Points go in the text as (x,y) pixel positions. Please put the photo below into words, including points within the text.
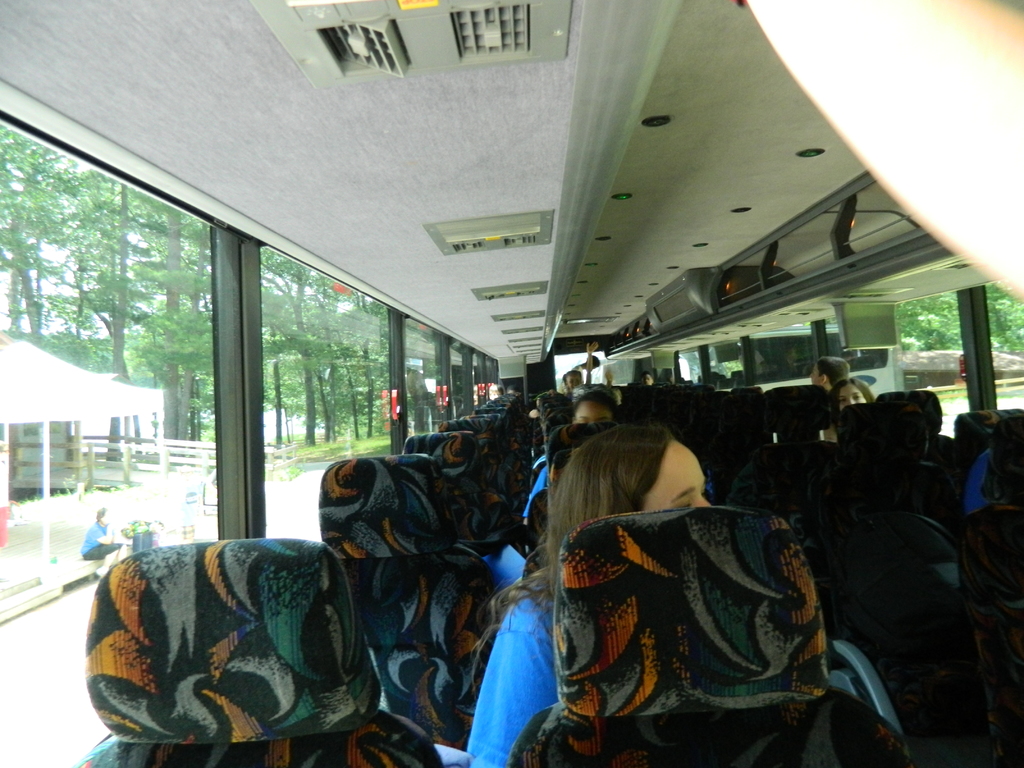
This picture looks like an inner view of a bus (391,307). I can see few seats (719,584) and few people (633,453) seated and from the glass (160,334) of the bus (264,481). We can see a house (117,420) and few trees (190,371) and a human (87,533) seated.
